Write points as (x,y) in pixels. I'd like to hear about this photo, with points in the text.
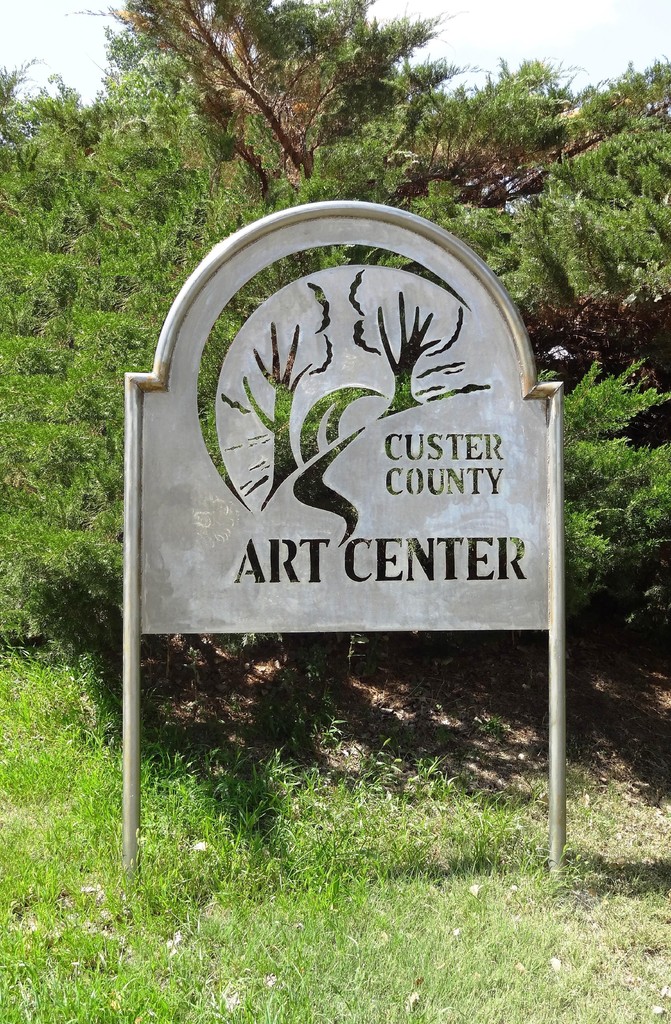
In this image I can see a board (382,485) which has something written on it. In the background (321,132) I can see trees (59,425), the grass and the sky (597,39).
